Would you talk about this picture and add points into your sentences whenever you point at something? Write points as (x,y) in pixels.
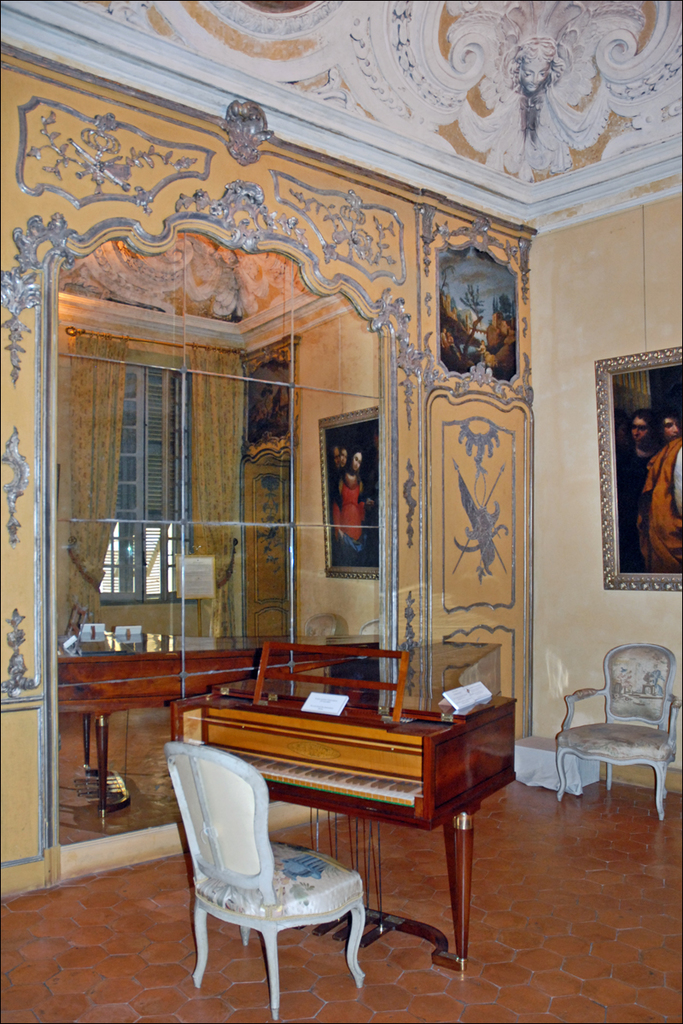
In this image, there is an inside view of a room (509,911). There is a piano (325,760) and chair (224,823) at the bottom of the image (228,817). There is a mirror (222,372) on the left side of the image (222,335). There is a photo frame (663,555) and chair (660,711) on the right side of the image (660,711).
